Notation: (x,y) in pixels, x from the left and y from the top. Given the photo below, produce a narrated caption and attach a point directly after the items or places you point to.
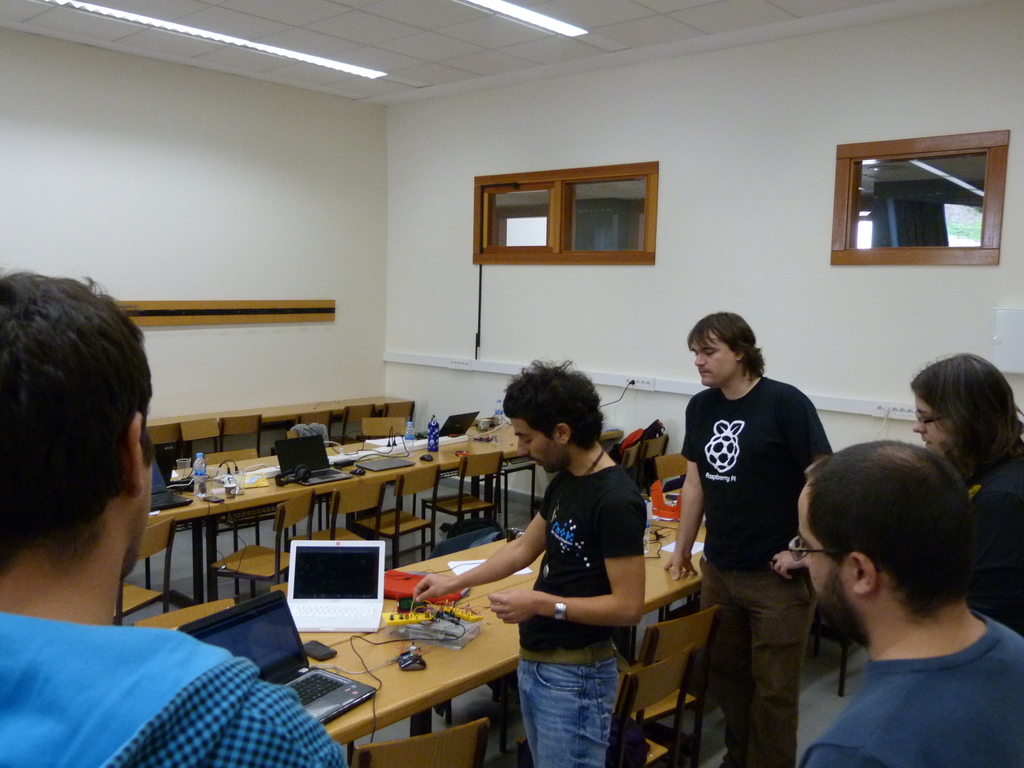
In the picture we can find some people (39,739) are standing near to the table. On the table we can find two laptops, wires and some electrical items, And we can also see some chairs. In the background (76,130) we can see a wall (446,324), windows (920,150) with wooden frame (940,150), On the ceiling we can see a lights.
